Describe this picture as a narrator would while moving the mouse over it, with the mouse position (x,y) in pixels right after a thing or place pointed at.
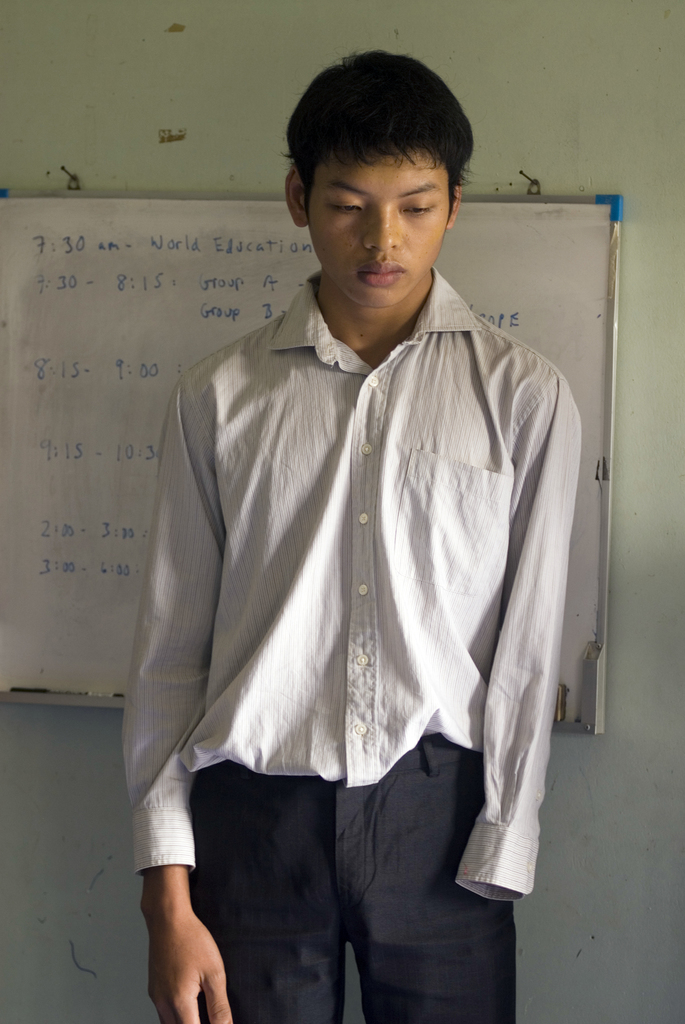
In this picture we can see a man (399,562) standing and in the background (240,280) we can see a board (476,209) on a wall (606,688).
